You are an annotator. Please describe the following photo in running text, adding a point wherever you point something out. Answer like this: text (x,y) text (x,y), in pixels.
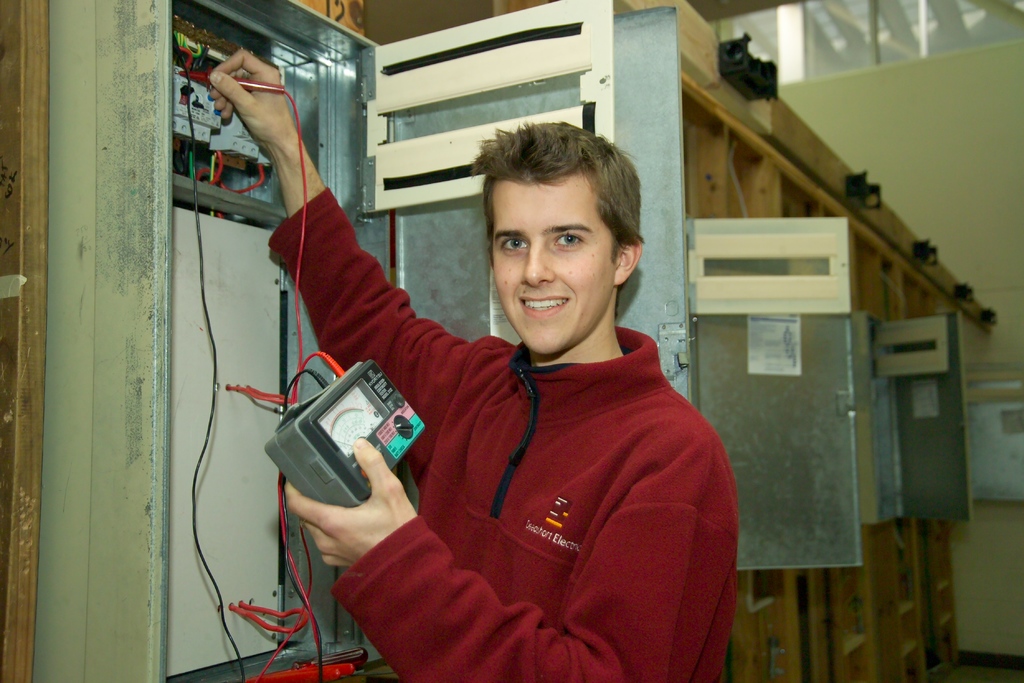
In this image, I can see a man (581,560) standing and smiling. He is holding a meter (335,423) with the wires (262,85). Behind the man (673,426), those are looking like the fuse boxes (683,342).
